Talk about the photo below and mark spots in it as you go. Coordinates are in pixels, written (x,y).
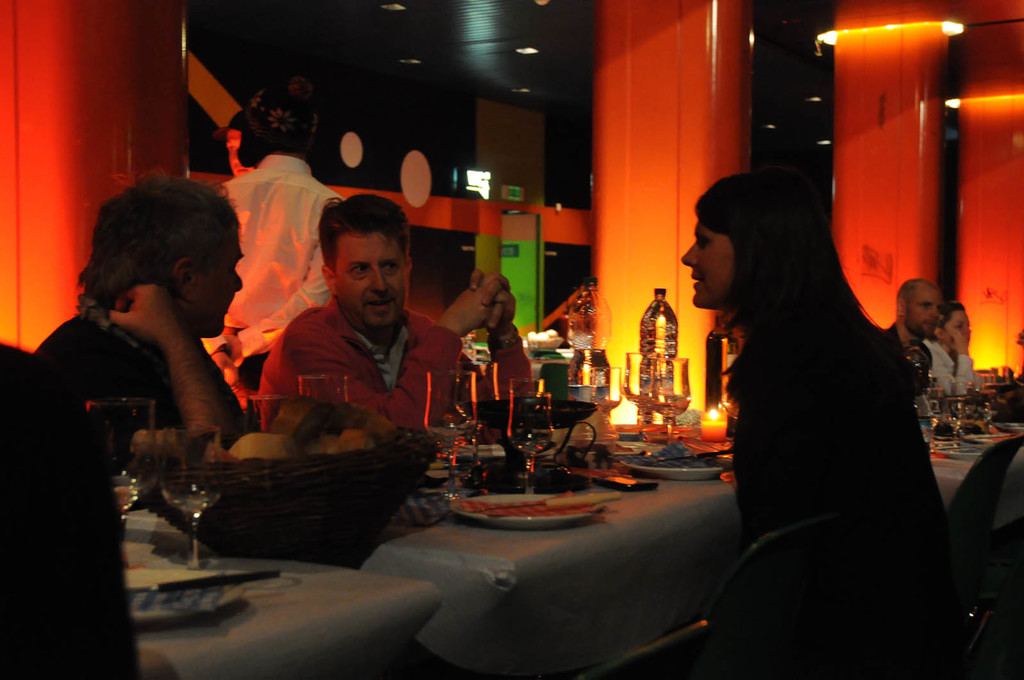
In this image there are three persons (806,492) who are sitting on chairs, and in the background (913,330) there are two persons (950,337) who are sitting. In the center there is one table (928,428), on the table (655,486) we could see some baskets (422,464), glasses (666,372), bottles (667,355), plates (500,500), knives (548,500), food items (270,450), spoons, forks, and in the background (258,248) there is one man (266,209) who is standing and also we could see some pillars (36,161). On the top of the image (496,63) there is ceiling (529,69) and some lights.
